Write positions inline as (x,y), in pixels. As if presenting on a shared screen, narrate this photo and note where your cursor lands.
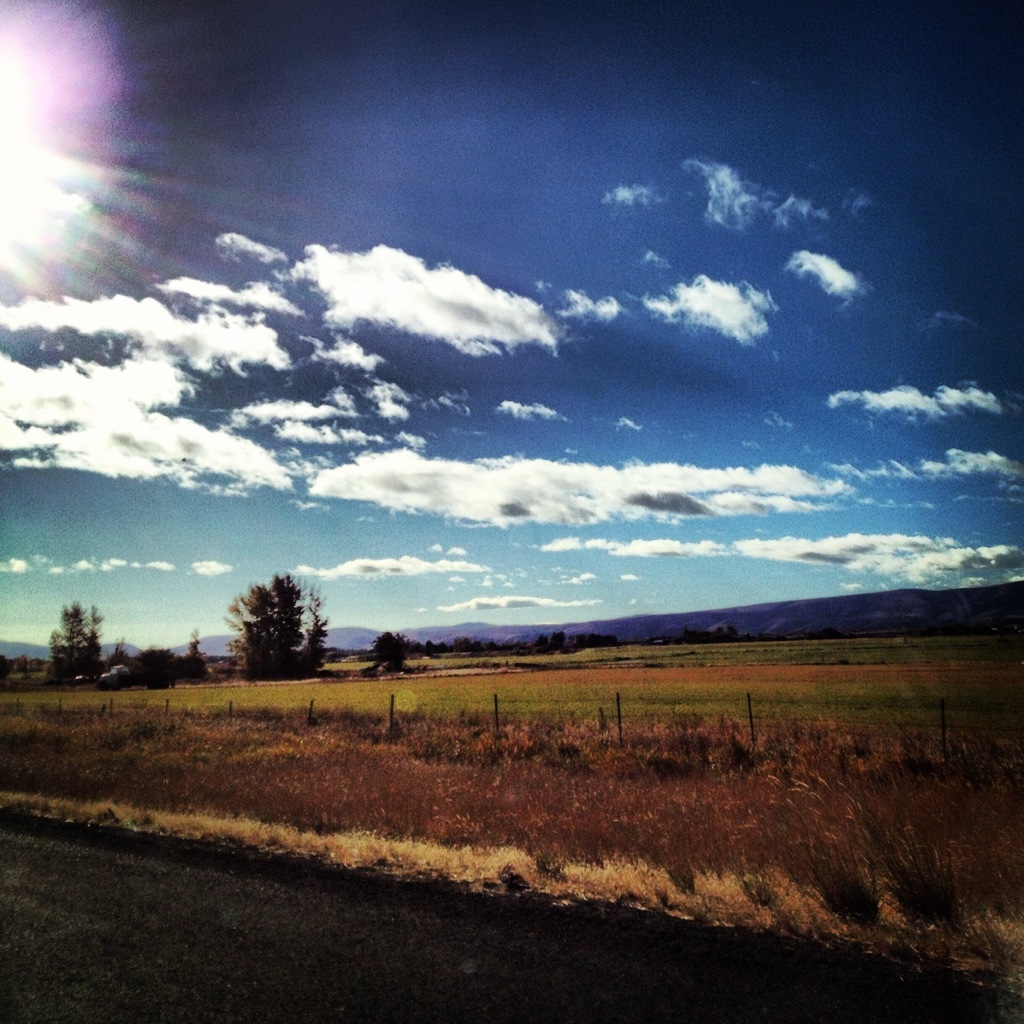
At the bottom of the image (284,927), we can see road (386,902), grassy land (605,741) and fence (834,718). In the background (301,636), we can see trees (71,643) and plant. At the top of the image (505,169), we can see the sky (500,484) with clouds (224,362). We can see the sun (56,132) in the left top of the image (53,119).
